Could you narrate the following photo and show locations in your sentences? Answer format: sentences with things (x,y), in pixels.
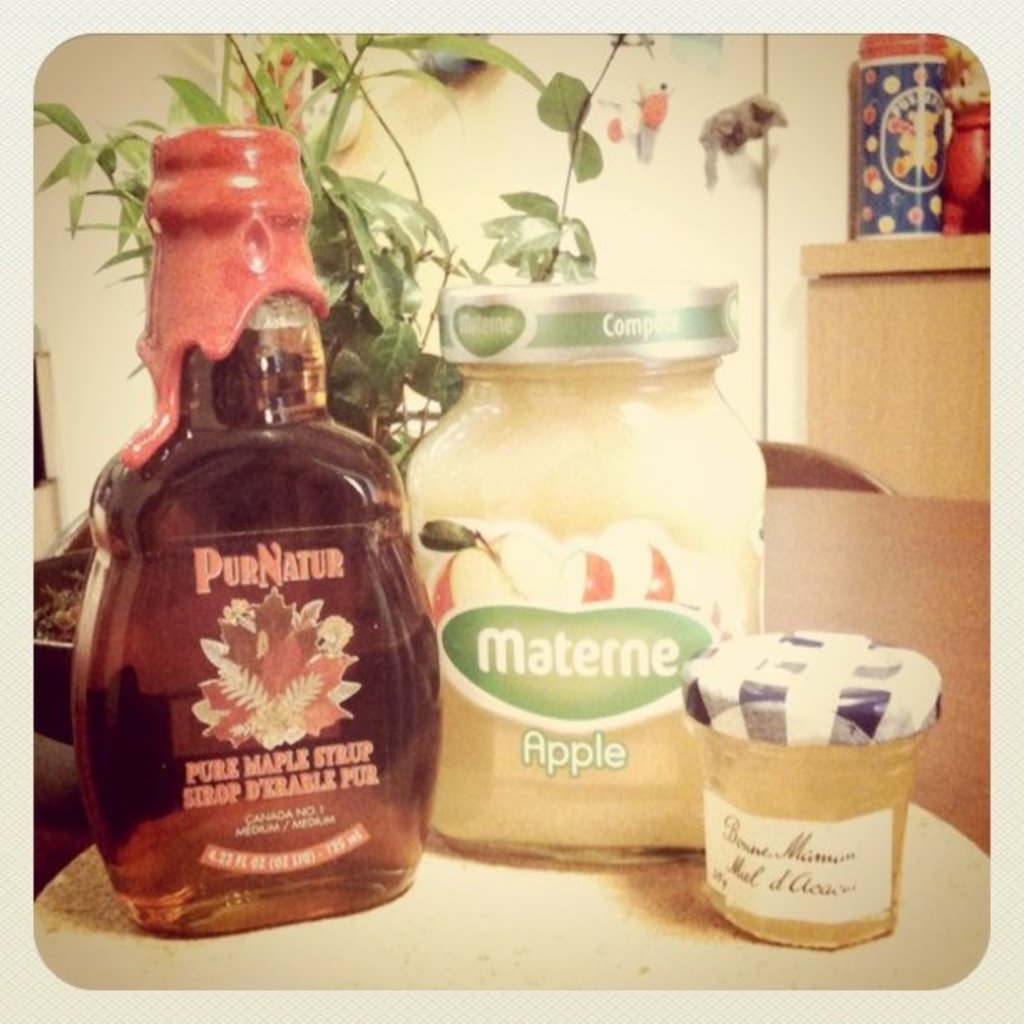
As we can see in the image there is a wall (734,204), plant (362,86) and table (592,905). On table (501,928) there is bottle (294,726), glass (769,773) and jar (563,699).
